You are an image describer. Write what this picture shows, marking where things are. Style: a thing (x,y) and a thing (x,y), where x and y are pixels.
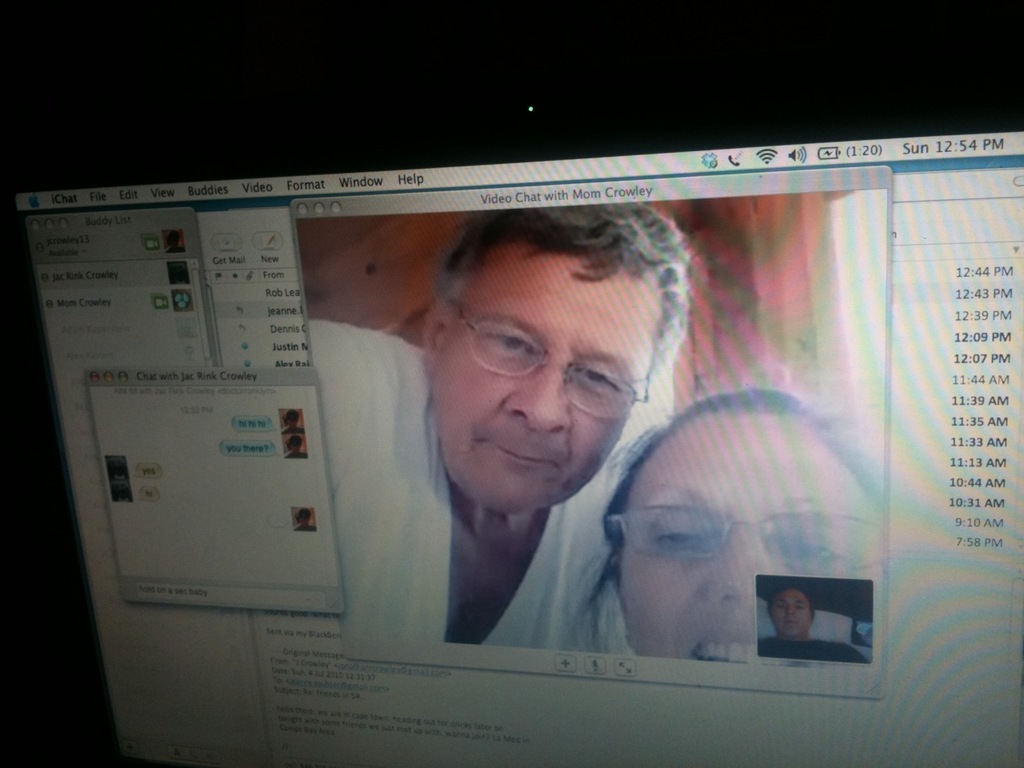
In this image there is a computer (989,608) with screen (511,595) turned on which we can see there is a man and woman picture (678,483), dates (979,430) and some other tabs (233,679).
